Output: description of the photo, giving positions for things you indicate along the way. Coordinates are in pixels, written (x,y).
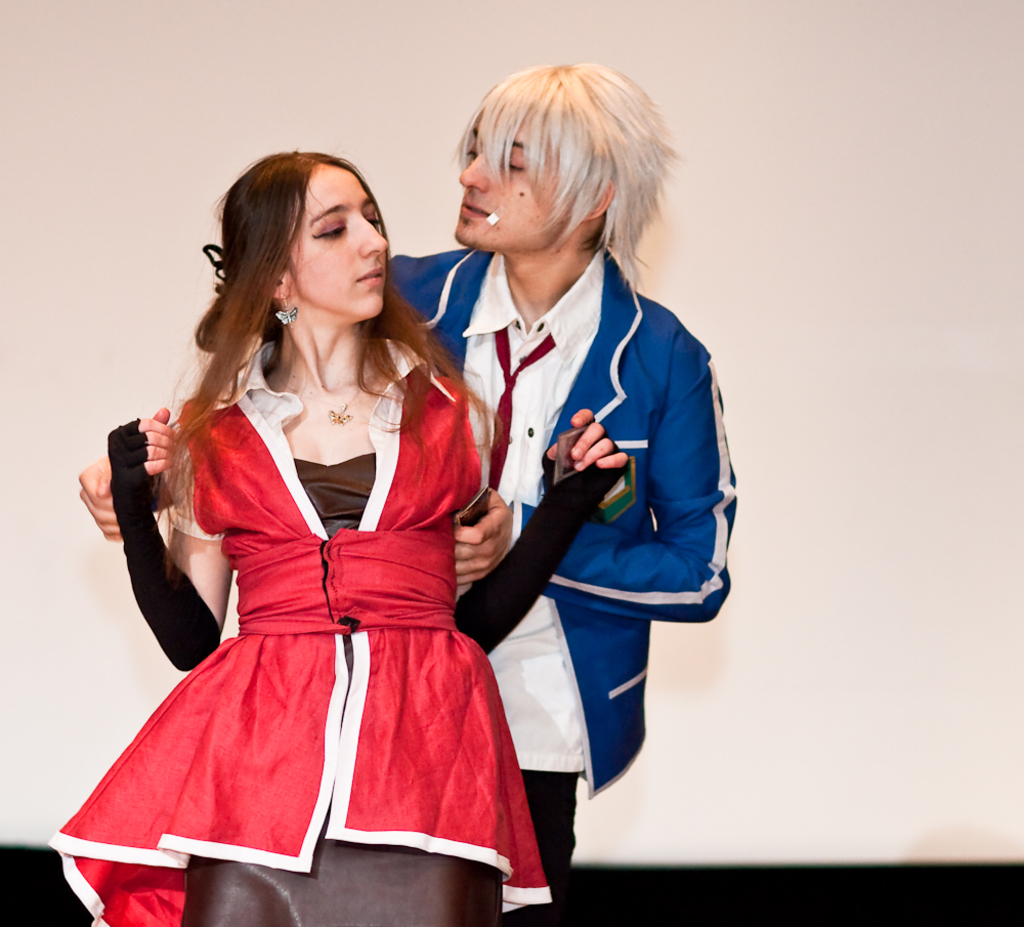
In this image I can see two people (383,468) with red, brown, white and blue color dresses (379,607). And there is a white background (92,620).
